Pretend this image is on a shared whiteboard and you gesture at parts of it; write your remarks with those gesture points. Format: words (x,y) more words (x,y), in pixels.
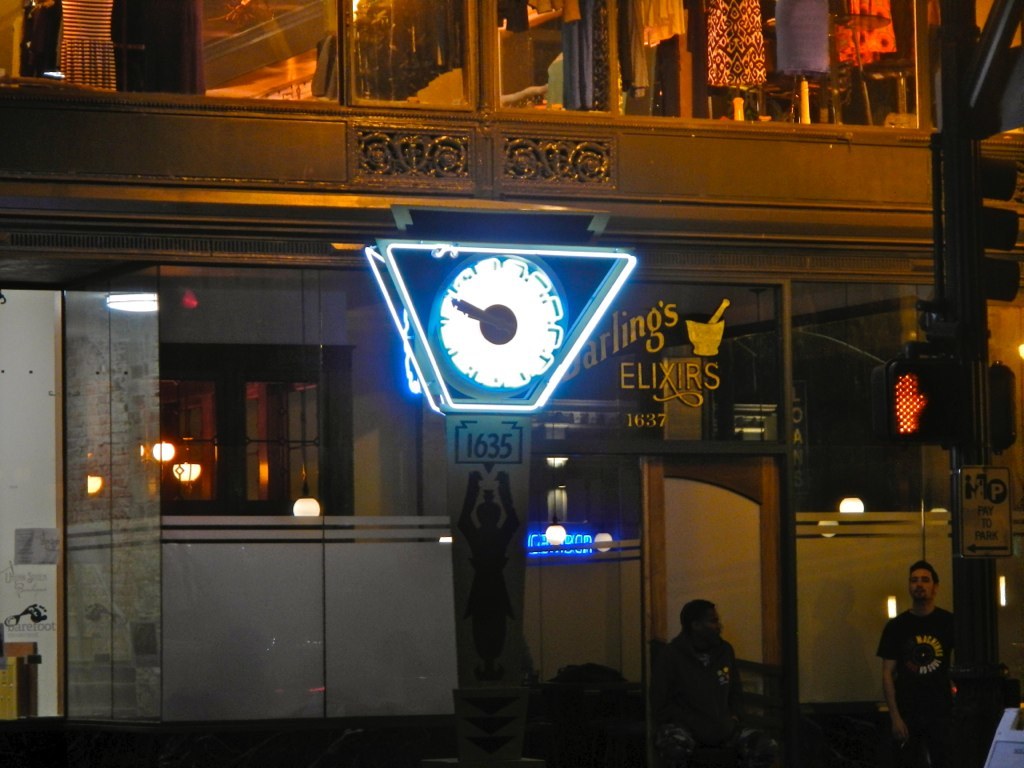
In this image, on the right side (920,620), we can see a man (912,683) standing and there is a person (676,706) sitting, we can see some clothes (726,32) and there is a clock (435,386) and we can see the lights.
